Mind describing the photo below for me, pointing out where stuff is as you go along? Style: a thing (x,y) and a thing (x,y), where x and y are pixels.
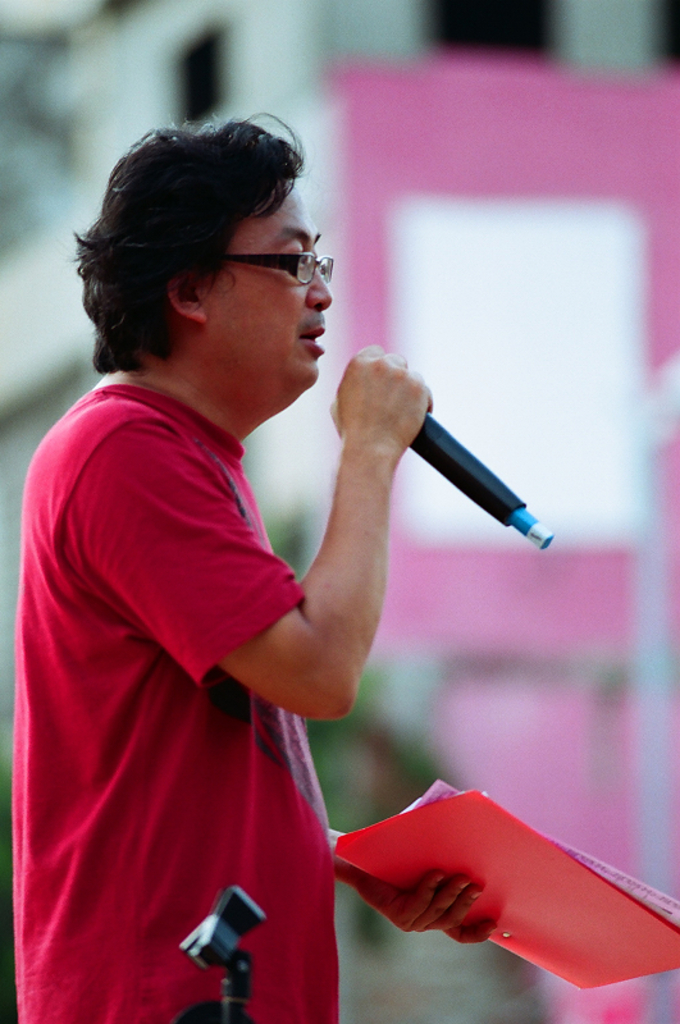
In this image we can see a person (152,962) holding some papers (486,857), and a mic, there is a mic stand (229,966), and the background (538,402) is blurred.
